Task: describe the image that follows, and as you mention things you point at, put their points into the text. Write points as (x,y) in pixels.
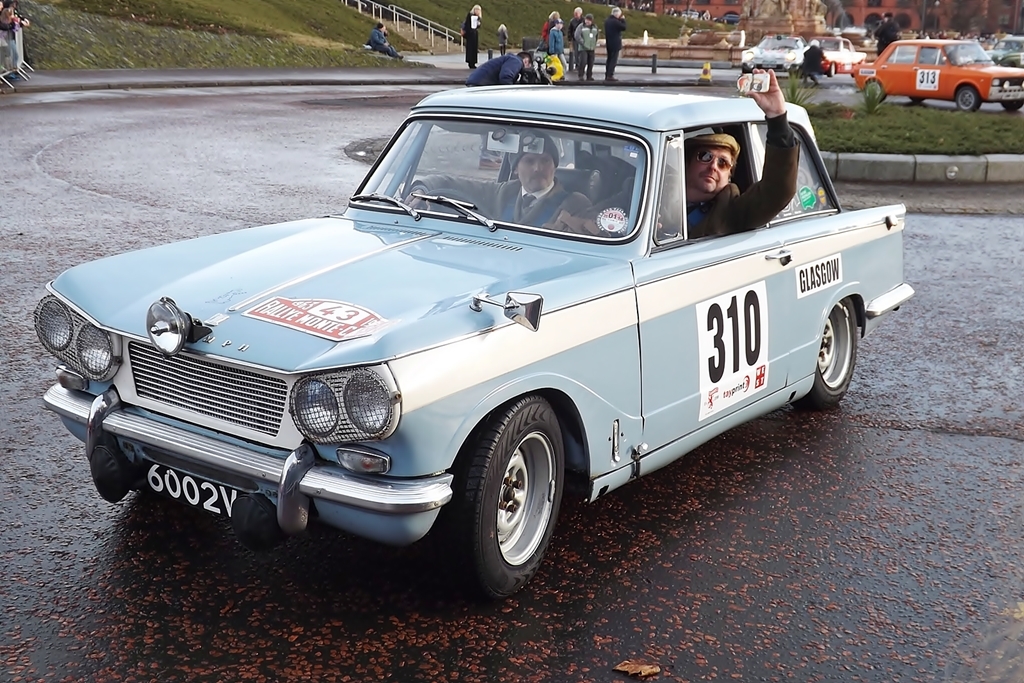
In the foreground of this image (677,365), there is a car (753,355) on the road (795,511) and there are men (695,196) sitting inside the car (566,180) and a man (769,197) kept hand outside in the air. In the background (980,117), there is the grass (884,125), plants (800,98), vehicles (909,68) moving on the road (849,95), few bollard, persons (608,25) standing, fountain (648,46), sculpture (766,23) and the building (869,9). On the top left (108,21), there is a slope grass land (230,17) and a man (374,39) sitting on it and we can also see the stairs (427,43).
